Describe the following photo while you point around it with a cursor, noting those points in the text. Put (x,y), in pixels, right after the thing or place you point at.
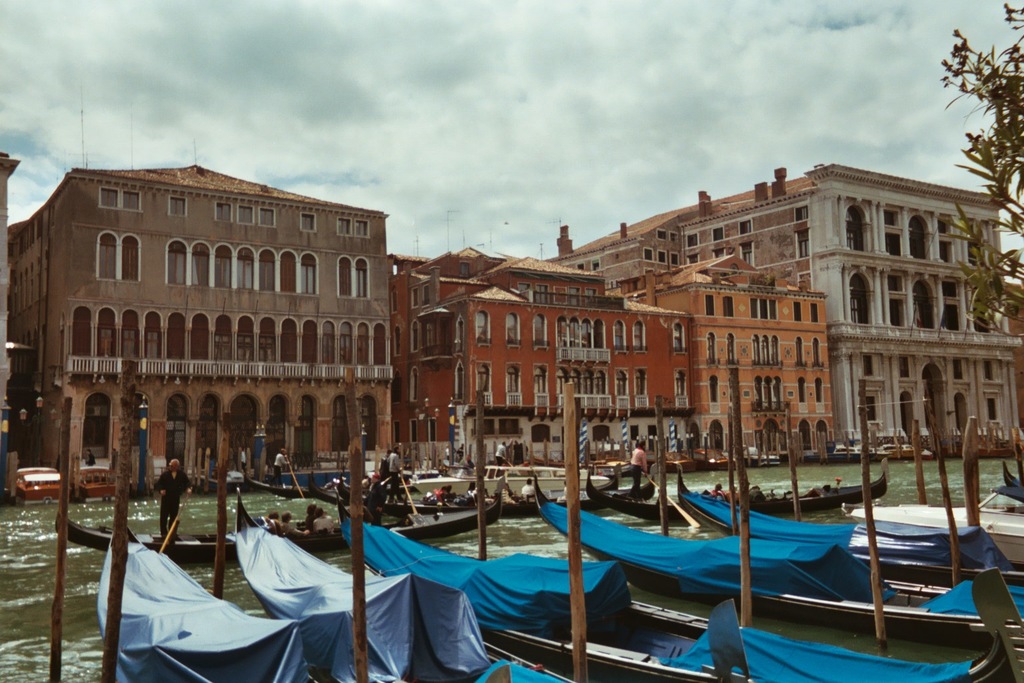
In the image there are many tall buildings (528,279) and in front of those buildings (230,392) there is a river (989,462) and on the river (18,533) there are a lot of boats (615,496).
